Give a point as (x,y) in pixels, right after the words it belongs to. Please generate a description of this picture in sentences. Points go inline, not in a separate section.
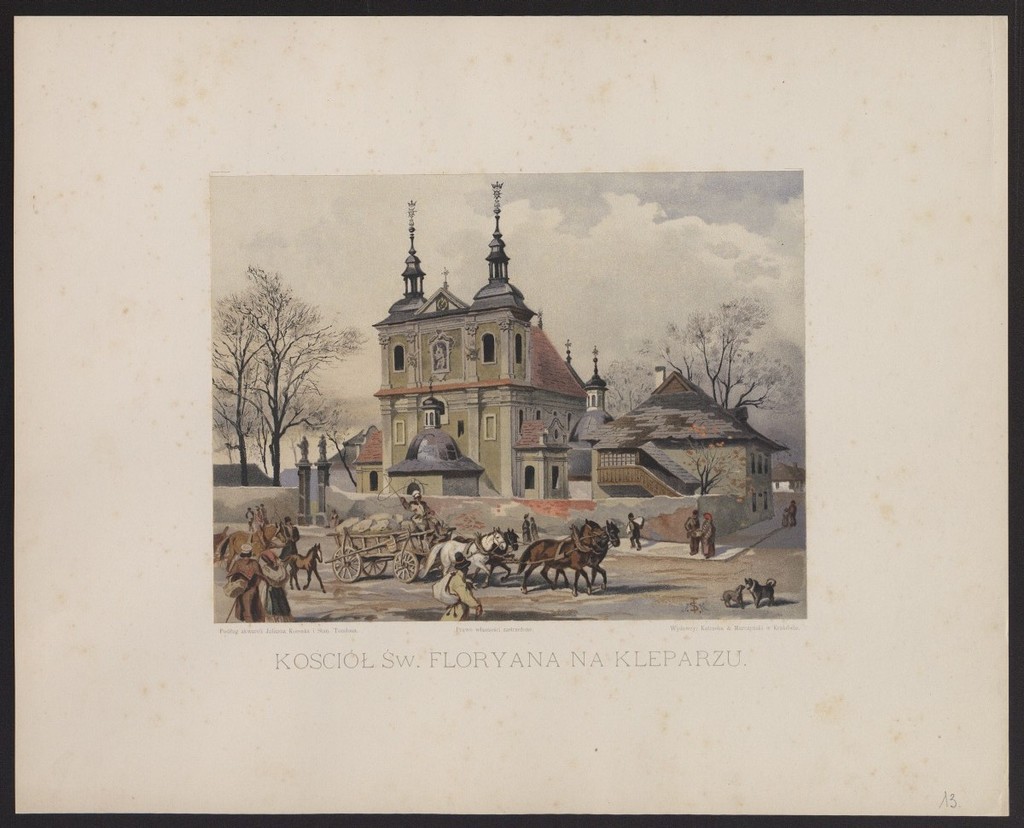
In the center of the image (531,481) we can see a poster (543,75). On the poster (583,369), we can see the sky (625,311), clouds (679,286), trees (747,369), buildings (579,387), few people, animals (762,593) and a few other objects (657,524). And we can see some text (694,648) on the poster (480,679). And we can see the black colored border (263,11) around the image.
